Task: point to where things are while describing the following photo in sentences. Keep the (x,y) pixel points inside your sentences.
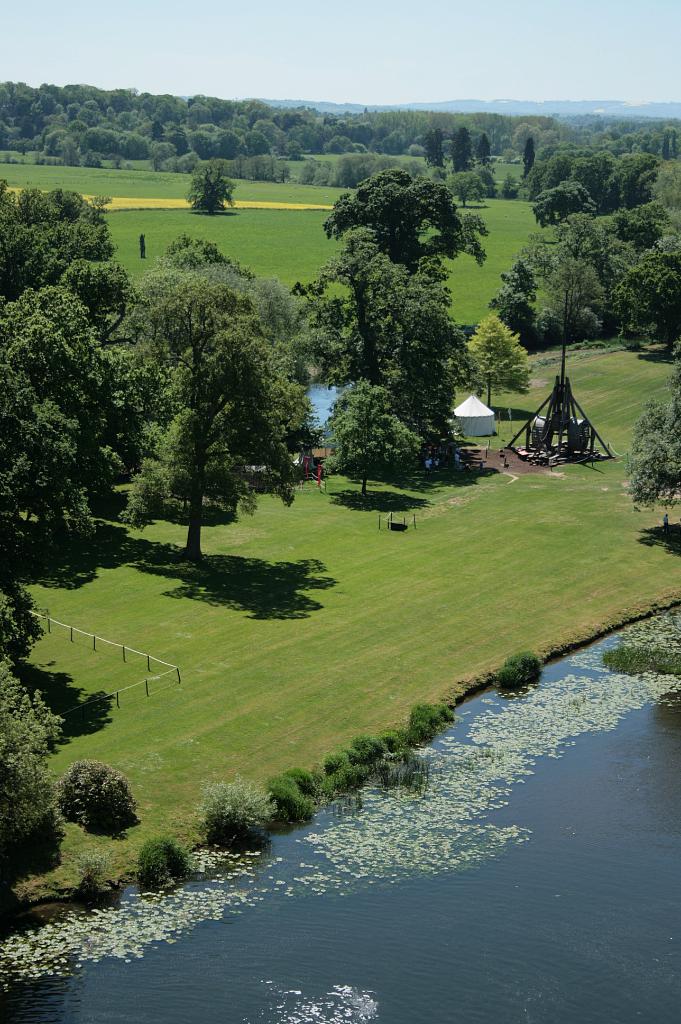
At the bottom of the image (321,930) there is water (285,981). On the water (263,945) there is something (362,855) and also there is grass (625,658) in the water (590,692). Behind the water (647,665) on the ground (433,588) there is grass (367,633). And also there are bushes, fencing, poles (591,428) and huts (477,408). And in the image there are many trees (405,126). At the top of the image (390,52) there is sky (319,44).
